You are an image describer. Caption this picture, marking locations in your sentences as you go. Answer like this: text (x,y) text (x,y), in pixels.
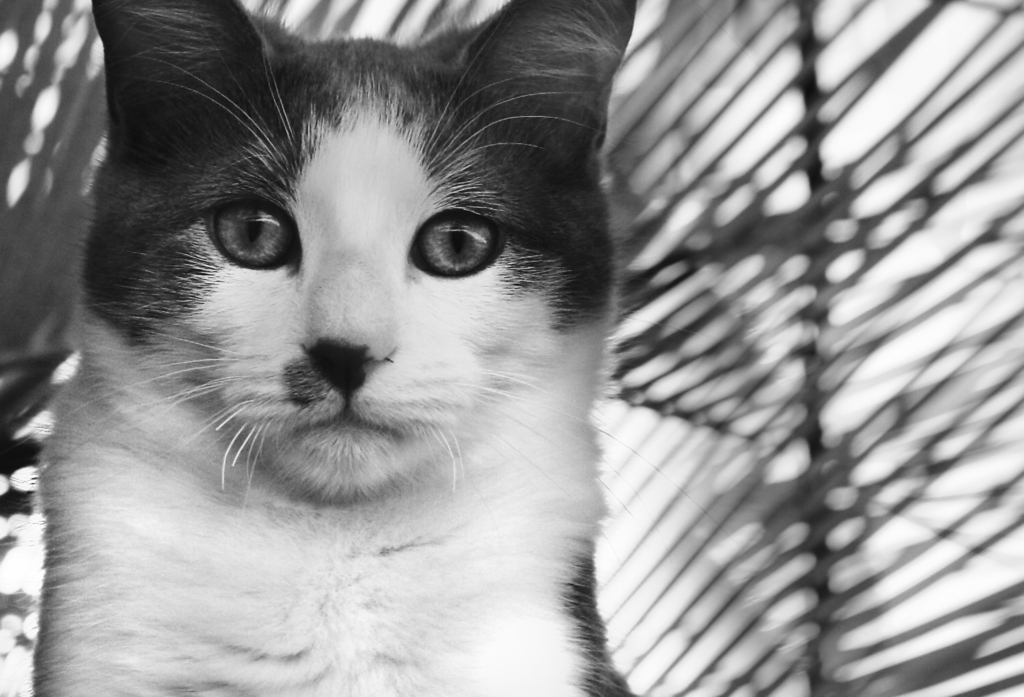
In front of the image there is a cat (313,208). Behind the cat (195,15) there is a woven surface (865,424).
